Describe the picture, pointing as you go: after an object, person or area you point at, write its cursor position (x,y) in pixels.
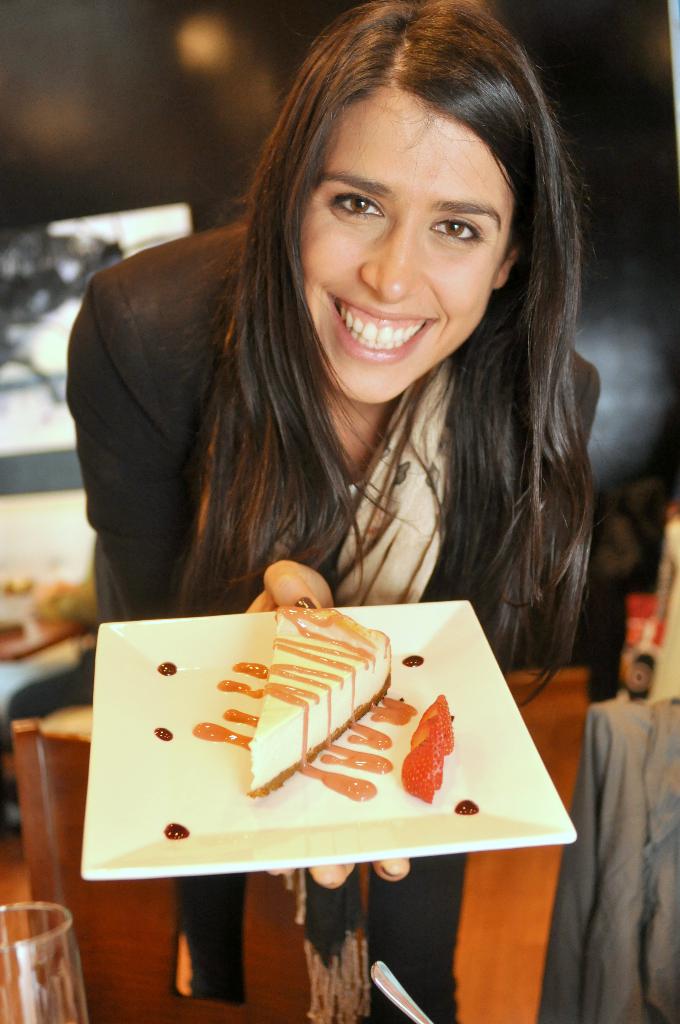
In this image we can see a person (272,339) wearing black color dress (99,285), bending down and holding some white color plate (101,673) in her hands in which there is some food item (291,711) and at the foreground of the image (42,1017) there is glass (56,961) and spoon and at the background of the image (25,450) there are some other objects (25,450).
